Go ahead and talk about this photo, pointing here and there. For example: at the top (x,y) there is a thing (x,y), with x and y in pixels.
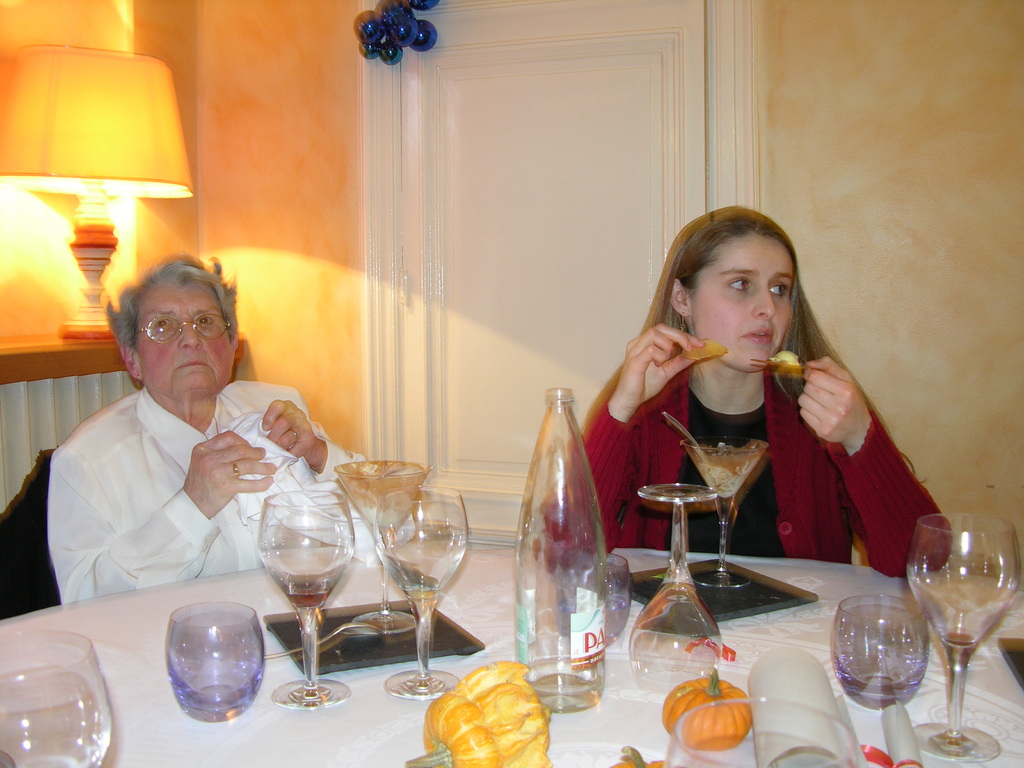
In this image, we can see two people (831,488) are holding some objects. At the bottom (750,664), there is a white cloth (316,757). Few things (997,611) and objects (544,677) are placed on it. Background (302,154) we can see a wall (312,197), door (574,258), lamp (59,127), decorative piece (363,56).
